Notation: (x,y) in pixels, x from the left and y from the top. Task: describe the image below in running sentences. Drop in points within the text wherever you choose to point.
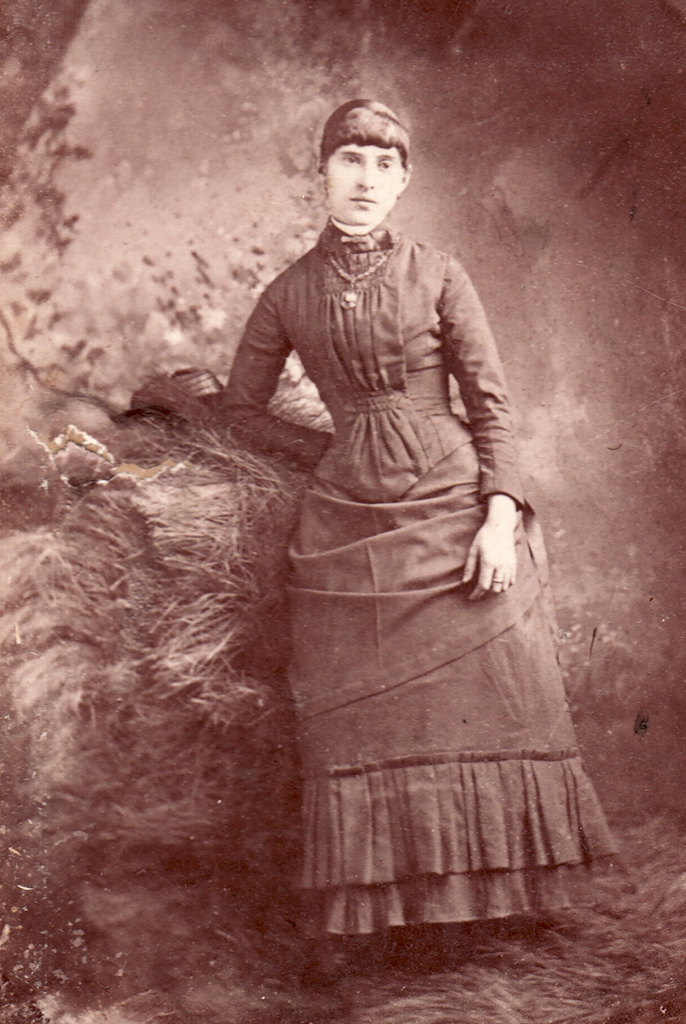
This picture is a black and white image. In this image we can see one woman (411,530) standing near the grass (259,594), some grass (259,577) on the ground (647,921), few objects (155,417) on the grass (212,518), some trees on the left side of the image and the background (7,379) is blurred.
